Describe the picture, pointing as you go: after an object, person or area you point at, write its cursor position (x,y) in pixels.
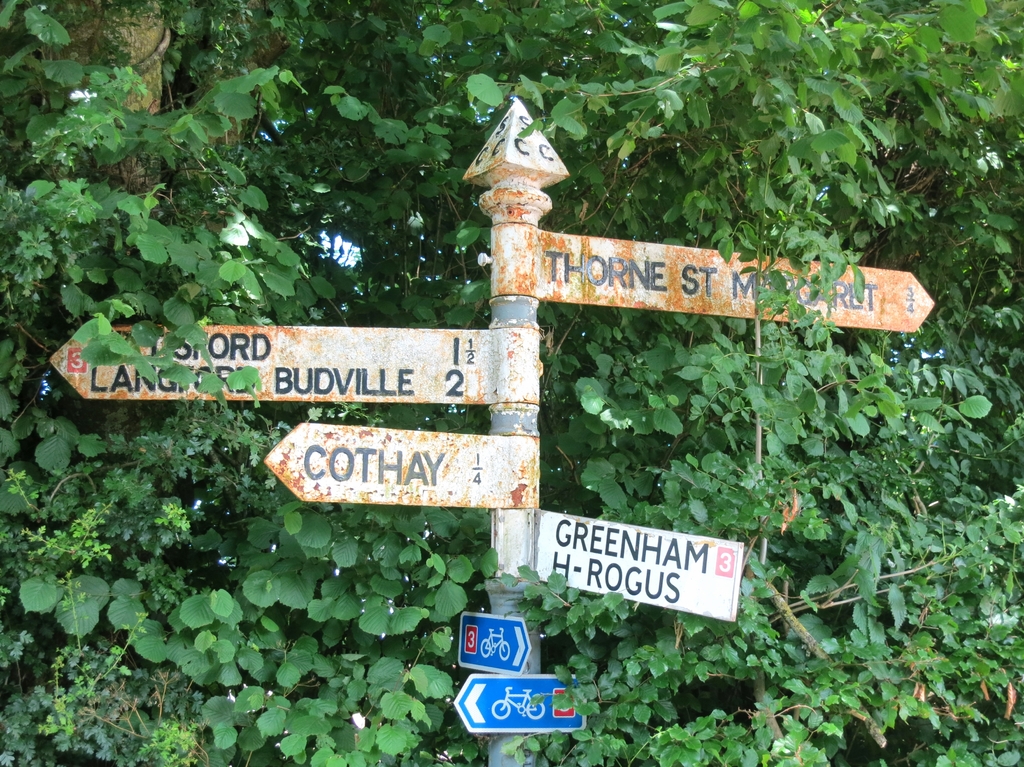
In this image, in the middle (451,353), we can see a metal pole (512,541) and hoardings (914,294). In the background (734,236), we can see some trees (719,67) and plants (500,89).
